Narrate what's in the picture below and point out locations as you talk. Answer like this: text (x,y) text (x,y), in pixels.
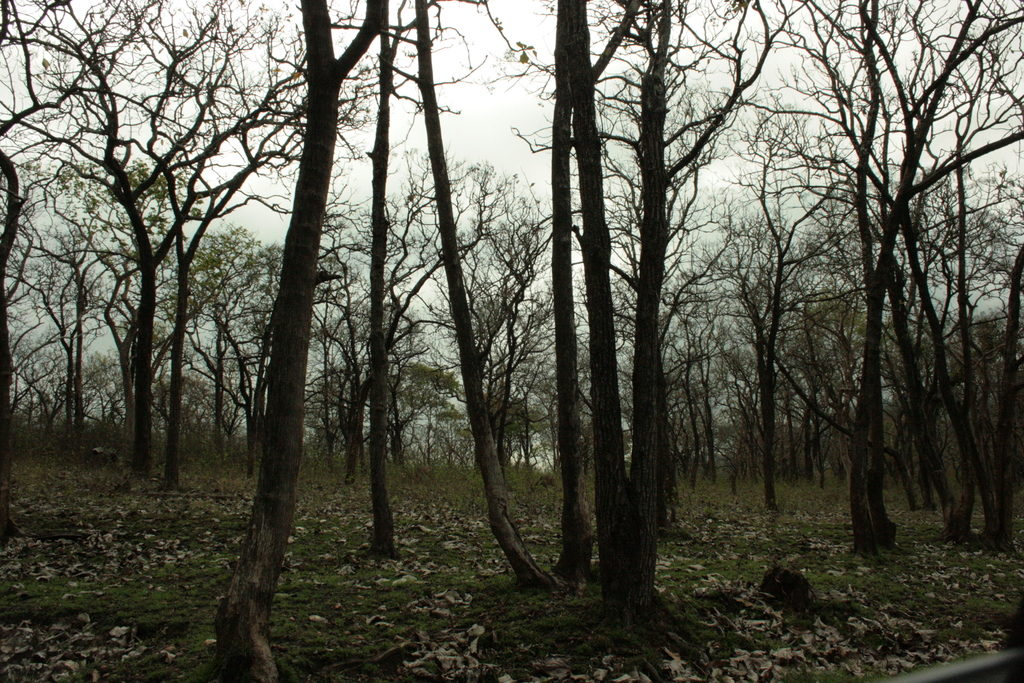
At the bottom of the image (366,570) on the ground (117,594) there is grass (108,606) and also there are dry leaves (461,611). And in the image there are many trees (327,272). In the background (263,95) there is sky (798,15).
